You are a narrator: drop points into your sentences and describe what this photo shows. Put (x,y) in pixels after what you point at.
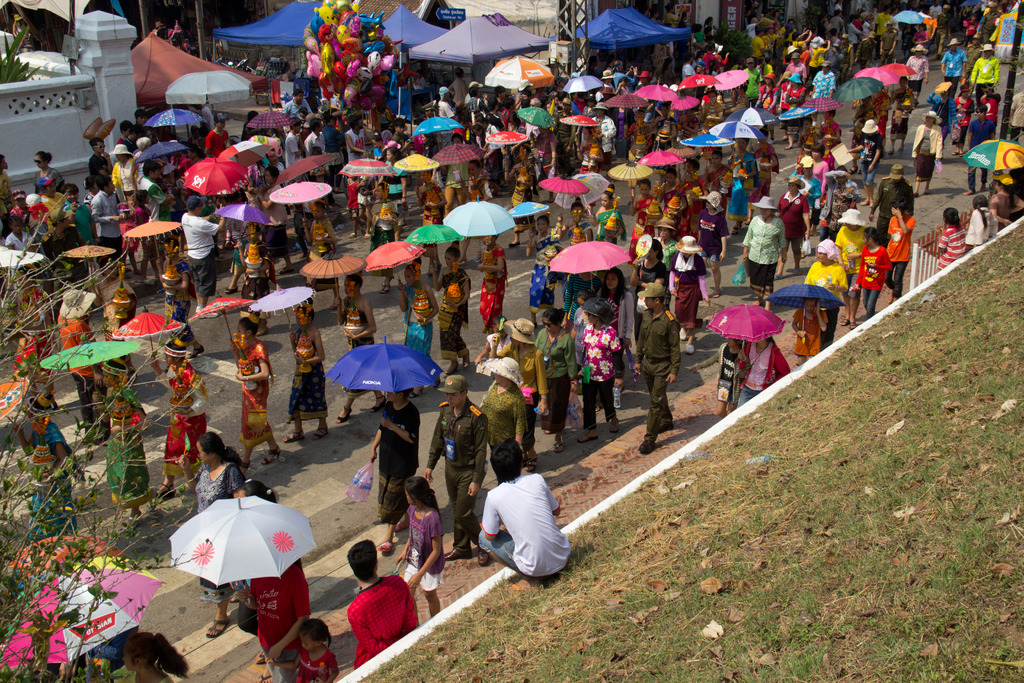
In this image I can see the group of people (542,235) standing on the road (517,256). These people (503,275) are wearing the different color dresses (694,212). I can see few people (417,278) are holding the umbrella (372,269) and the umbrellas (302,302) are colorful. I can see few people (795,236) are wearing the hats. To the side of these people (507,117) I can see many colorful tents (468,56) and balloons (324,51). I can also see the white color wall (84,108) and the tree (19,536) to the left (69,625).
